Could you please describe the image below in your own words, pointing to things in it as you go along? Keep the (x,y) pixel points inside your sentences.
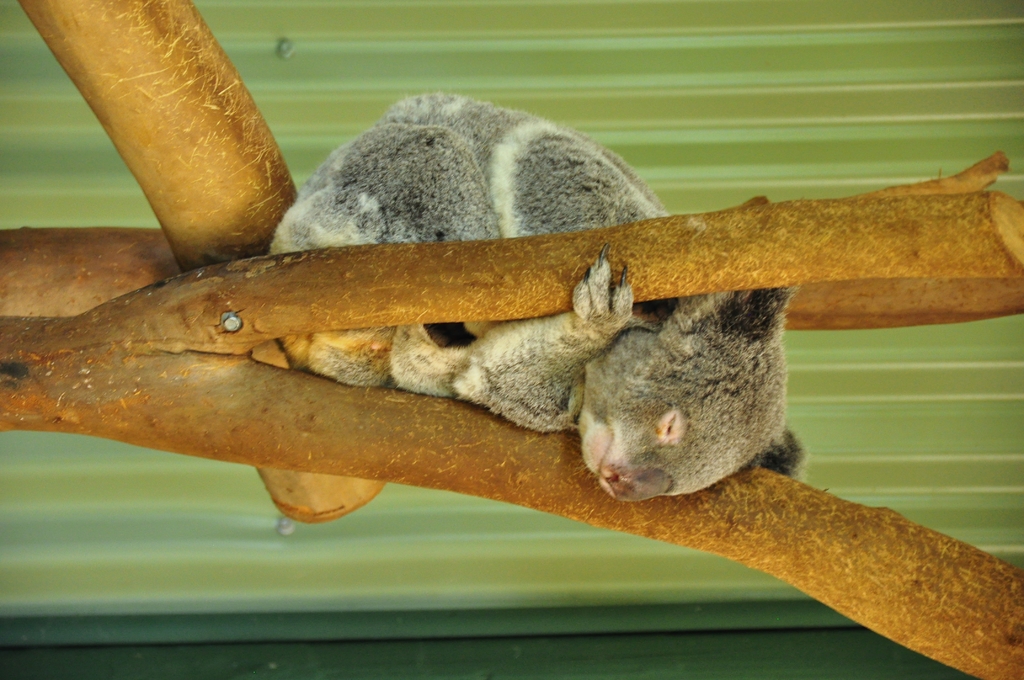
In this image there is an animal (433,226) on a branch (332,293), in the background (630,10) it is in green color.
